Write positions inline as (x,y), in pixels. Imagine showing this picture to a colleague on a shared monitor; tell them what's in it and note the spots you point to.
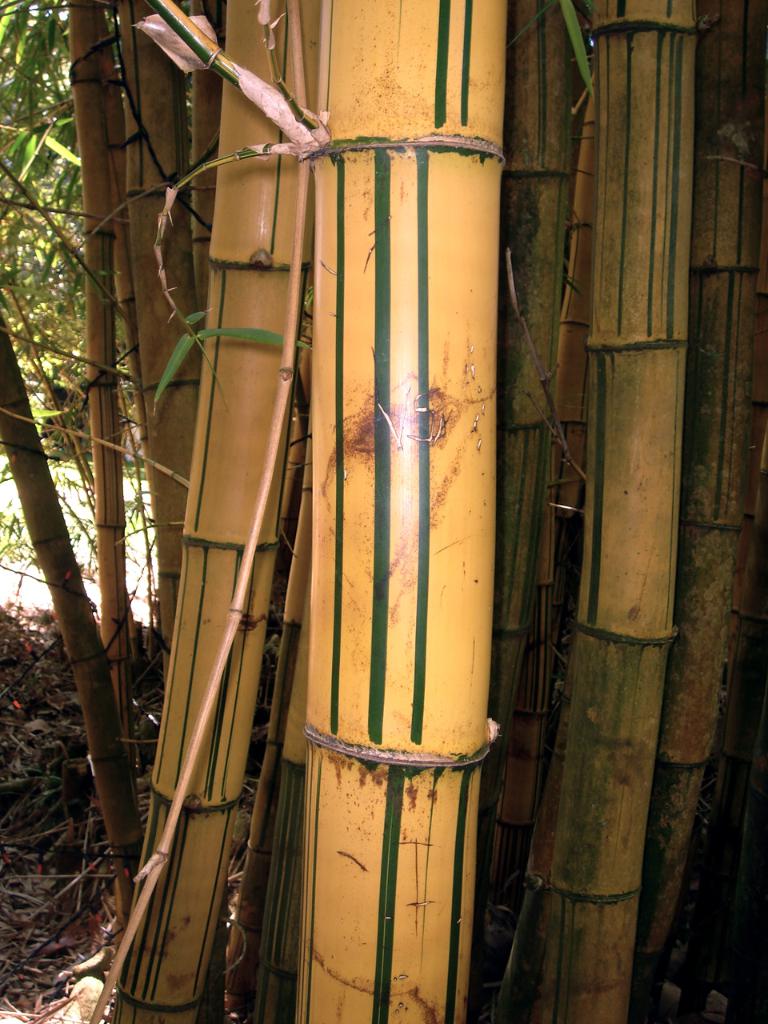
In this image I can see few bamboo sticks (482,258) which are yellow and green in color. In the background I can see few trees (37,180) which are green in color and the ground (21,634).
